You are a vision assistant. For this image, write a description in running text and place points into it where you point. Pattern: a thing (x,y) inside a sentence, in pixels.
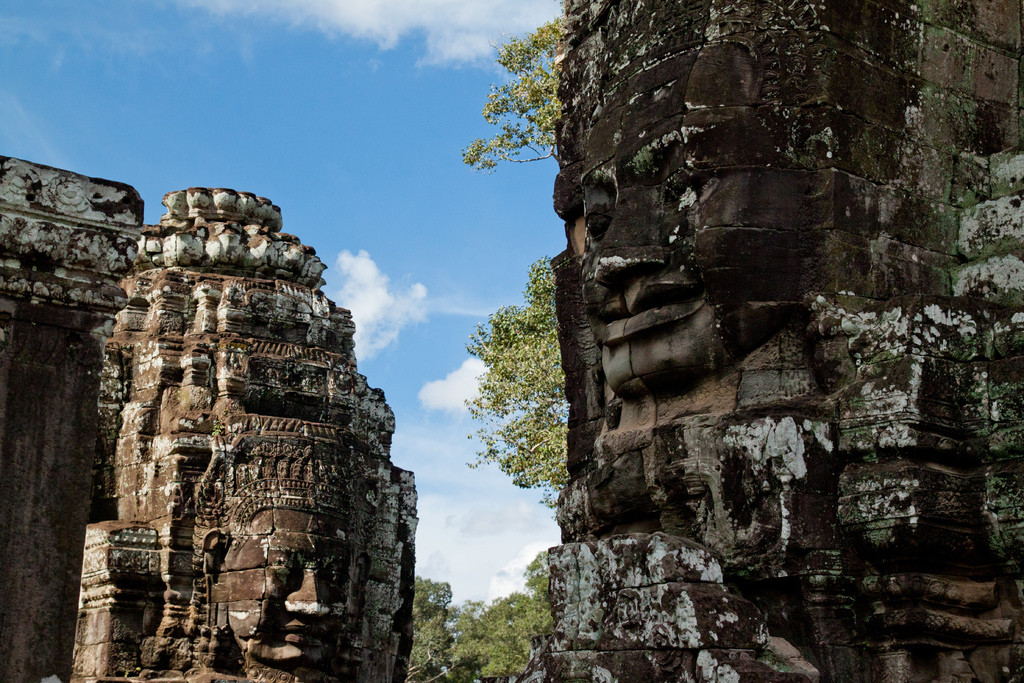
In this image in front (720,450) there are sculptures (707,337). In the background of the image (532,574) there are trees (467,632) and sky (369,122).
